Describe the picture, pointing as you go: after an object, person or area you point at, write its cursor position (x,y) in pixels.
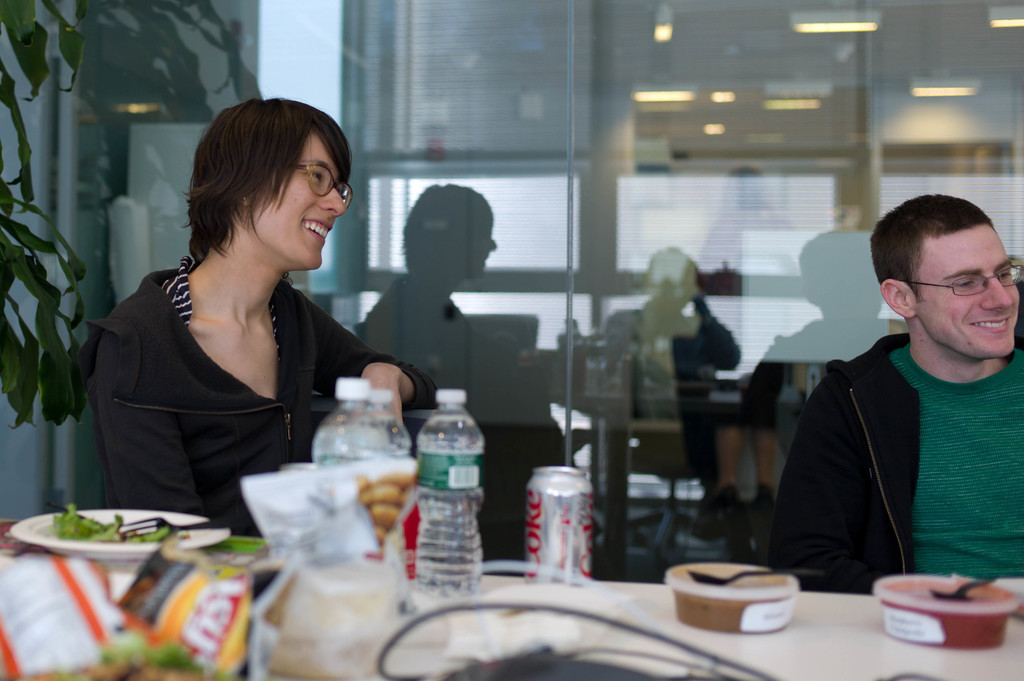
In this image, there is a table (1020,671) which is in white color, on that table (825,622) there are some bottles (328,447), there are some boxes (739,607) and there are some spoons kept on the table (583,595), in the left side (135,542) there is a plate (33,532) which is in white color, there are some people (942,498) sitting on the chairs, in the background (567,411) there is a mirror (483,72) which is in white color and in the left side (19,255) there is a green color plant (24,209).
